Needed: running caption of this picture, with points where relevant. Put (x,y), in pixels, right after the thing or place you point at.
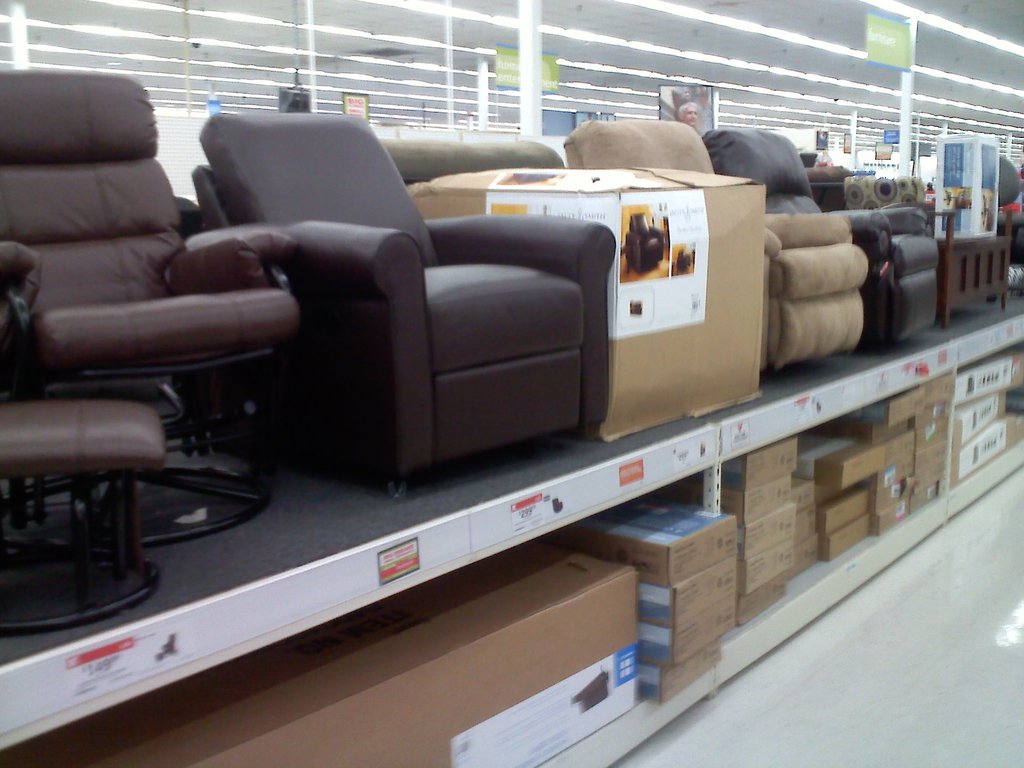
Here we can see chairs (572,285), cardboard boxes (754,231), cards (665,100) and lights (841,53). These are stickers (947,354).
